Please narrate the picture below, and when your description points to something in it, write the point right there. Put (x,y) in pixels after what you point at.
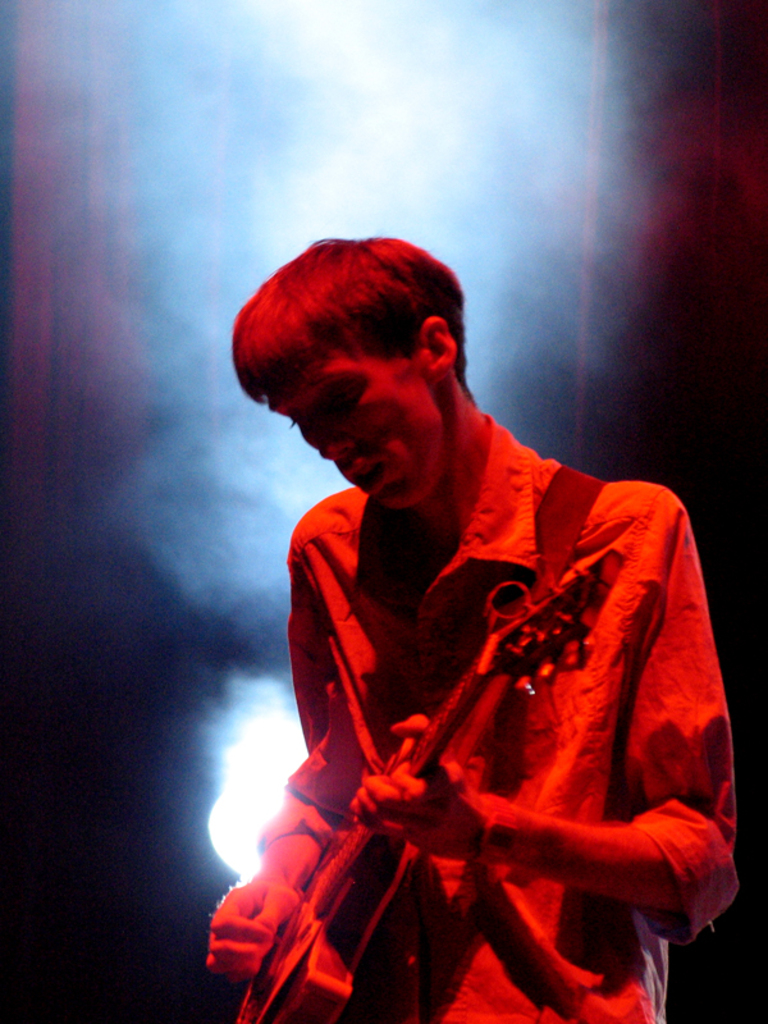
In this image I can see a person (434,824) playing guitar (317,975). There is light (233,799) and smoke (226,67) at the back (192,76).
